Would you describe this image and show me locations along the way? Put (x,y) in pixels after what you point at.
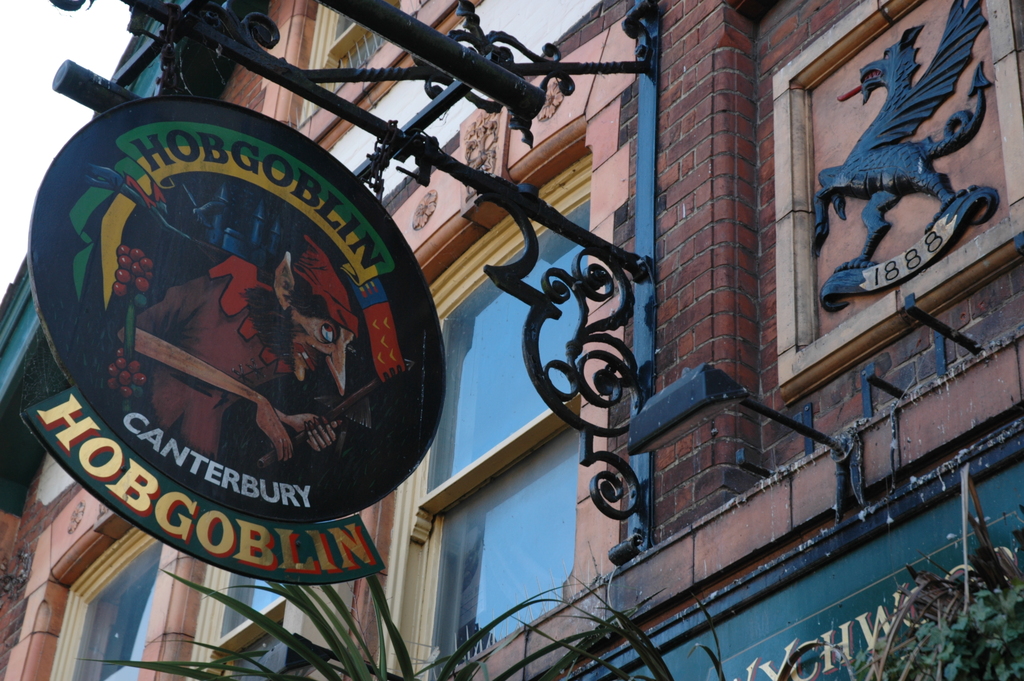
In the image there is a building (501,487) with windows (465,456) and name board (172,314) with plants (960,654) below it and above its sky (36,51).
